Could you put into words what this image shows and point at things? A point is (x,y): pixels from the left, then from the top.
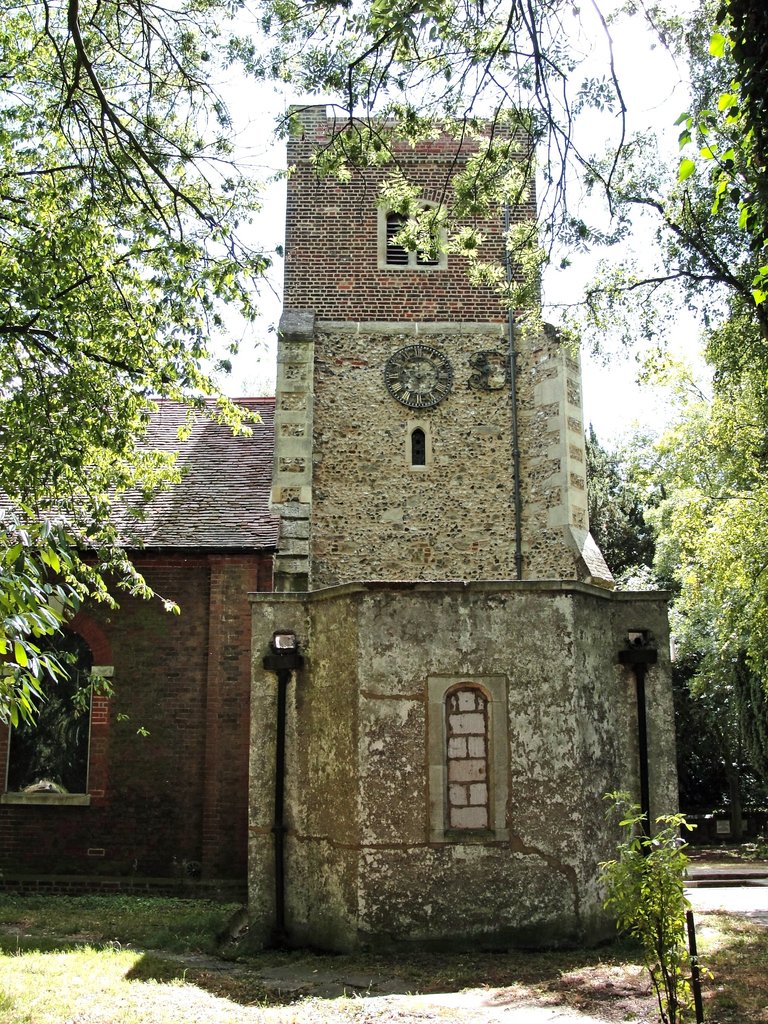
In the center of the image (494,525), we can see a building (392,532) and there is a clock (407,378) on the wall (439,405). In the background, there are trees (533,243), poles (644,736) and plants (659,945). At the bottom (176,992), there is ground (192,986).
